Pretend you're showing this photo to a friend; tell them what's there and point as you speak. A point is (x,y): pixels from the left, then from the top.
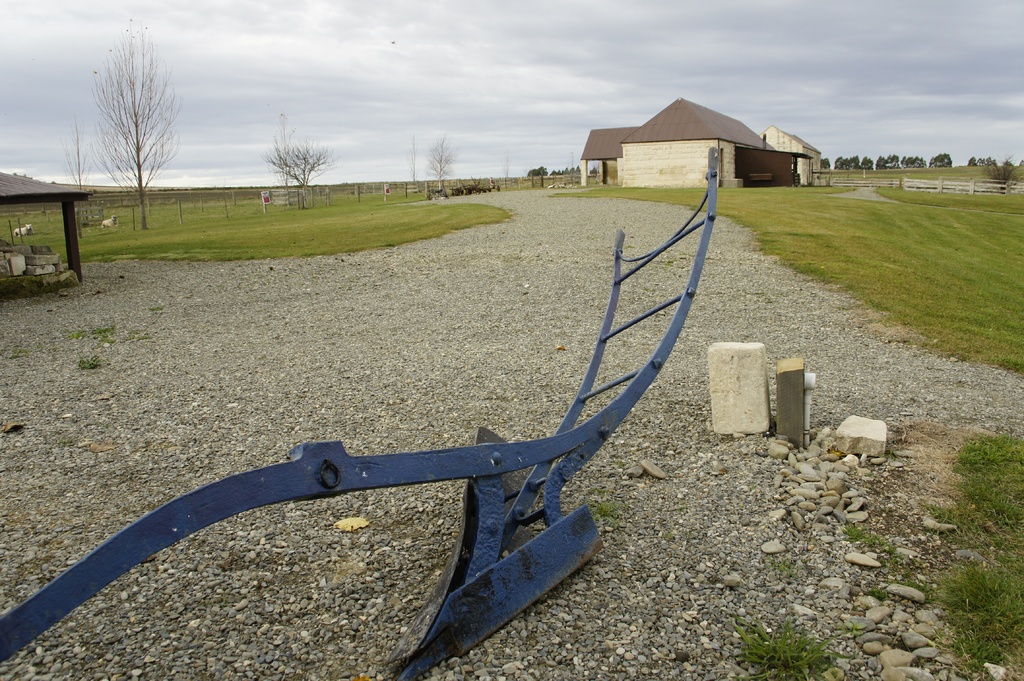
In this image we can see a plough (504,492), some stones (455,495) and grass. On the backside (714,118) we can see a house (689,137) with roof (679,125). we can also see pillars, grass (263,242), board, trees (150,89), fence (151,195) and the sky (873,39) which looks cloudy.
